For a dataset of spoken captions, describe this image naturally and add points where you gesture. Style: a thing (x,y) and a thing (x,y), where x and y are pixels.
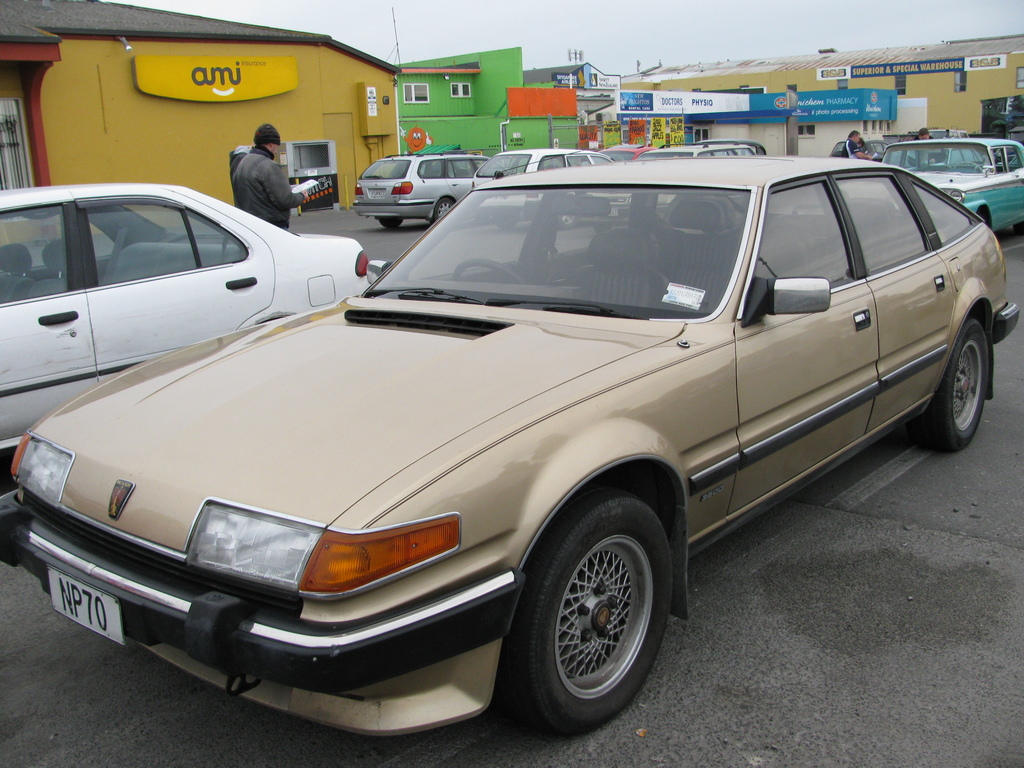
This picture shows few cars (497,184) parked and we see few people (253,196) standing and a man (261,166) holding a paper (300,183) in his hand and we see buildings (485,60) and a board (187,96) to the wall (305,62) of a building (353,59) and we see a cloudy Sky (577,27).
